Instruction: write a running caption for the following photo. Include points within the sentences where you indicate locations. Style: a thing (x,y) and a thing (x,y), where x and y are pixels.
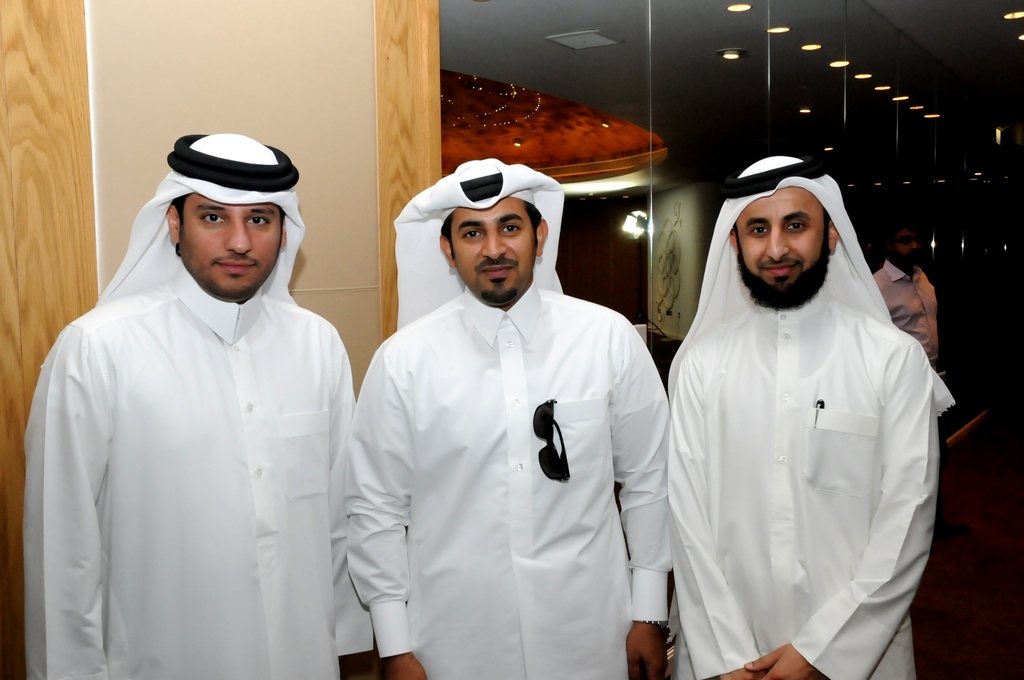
In this image I see 4 men (898,296) in which these 3 men (461,388) are wearing white color dress (419,463) and I see that these both of them are smiling and I see black color shades (557,428) over here and I see the wall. In the background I see the lights (743,50) on the ceiling (794,63) and I see that it is dark over here.
